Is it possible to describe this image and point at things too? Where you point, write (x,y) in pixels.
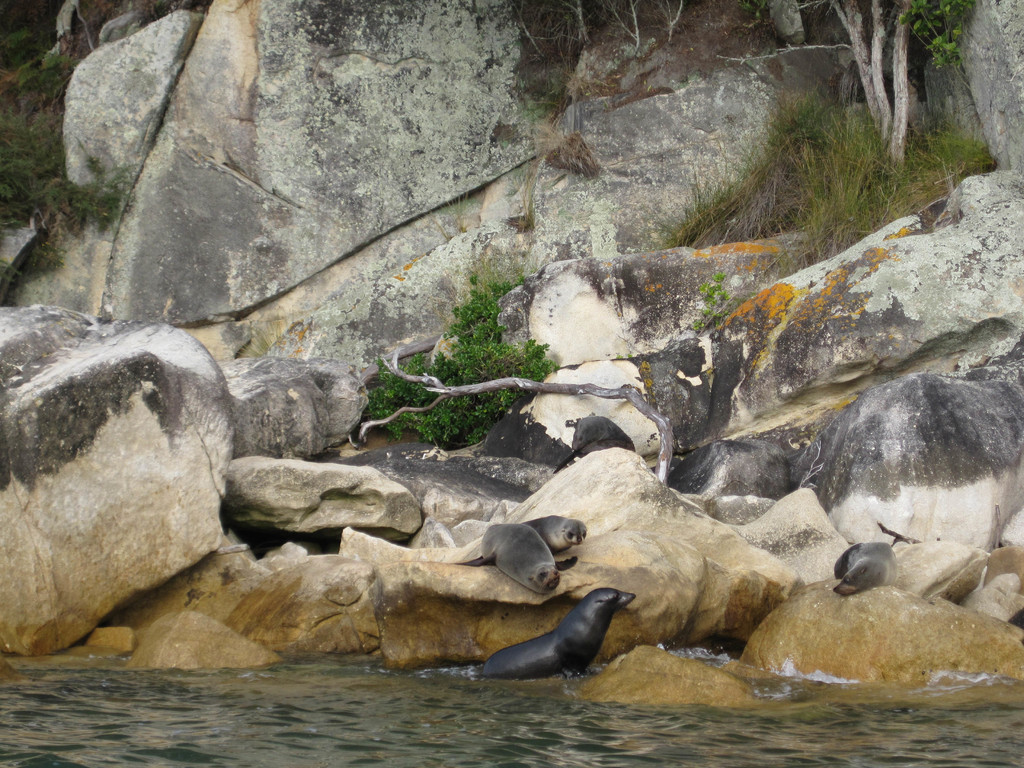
In this picture, we see seals (512,573). At the bottom of the picture (391,693), we see water (497,732) and this water (475,723) might be in the lake (372,696). In the background (471,289), we see grass (747,208), trees (904,84) and rocks (406,218).
